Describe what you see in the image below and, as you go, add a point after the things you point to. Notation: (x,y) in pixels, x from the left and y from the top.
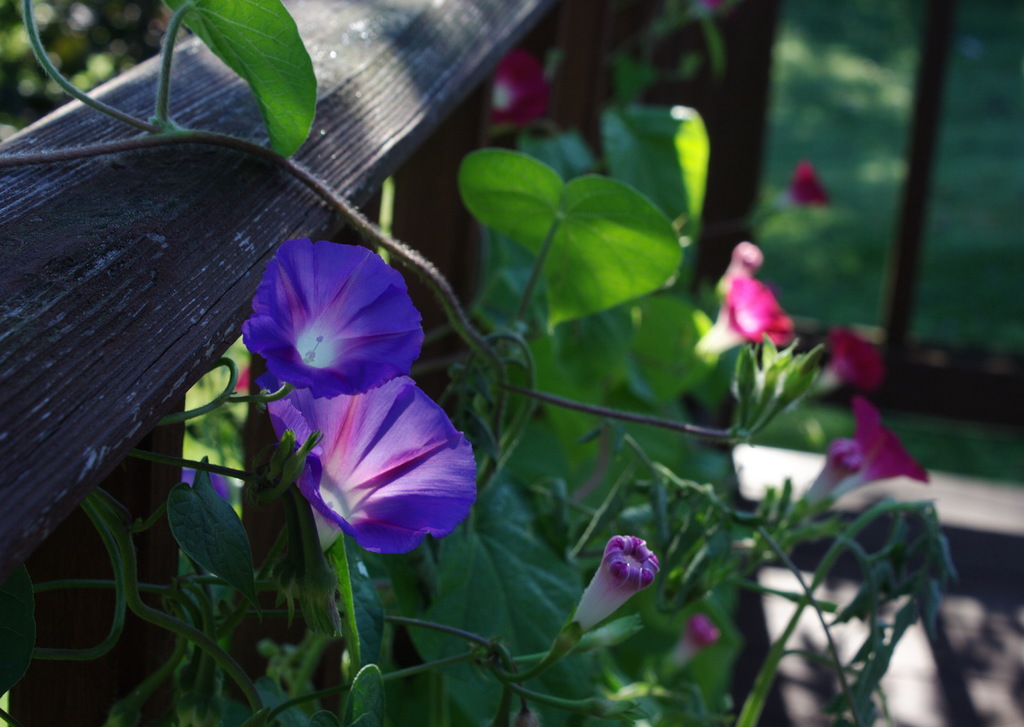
In the foreground of this picture (641,424) we can see the flowers (318,493), buds (655,554) and the green leaves (611,377) of the plants (570,487). On the left corner (54,303) we can see a wooden object (108,225). In the background (723,70) we can see some other objects (757,112).
